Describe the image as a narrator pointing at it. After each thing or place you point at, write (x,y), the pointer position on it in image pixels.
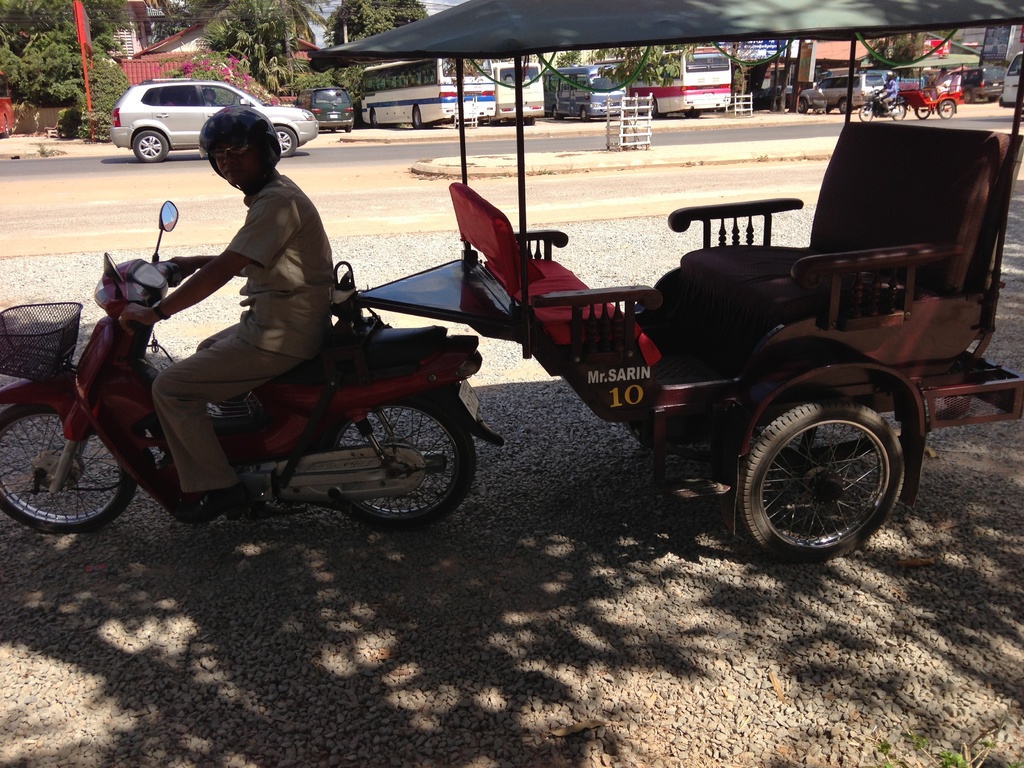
In this picture we can see a cart (609,304) and people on motorcycles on the road (672,599) and in the background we can see vehicles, buildings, trees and some objects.
